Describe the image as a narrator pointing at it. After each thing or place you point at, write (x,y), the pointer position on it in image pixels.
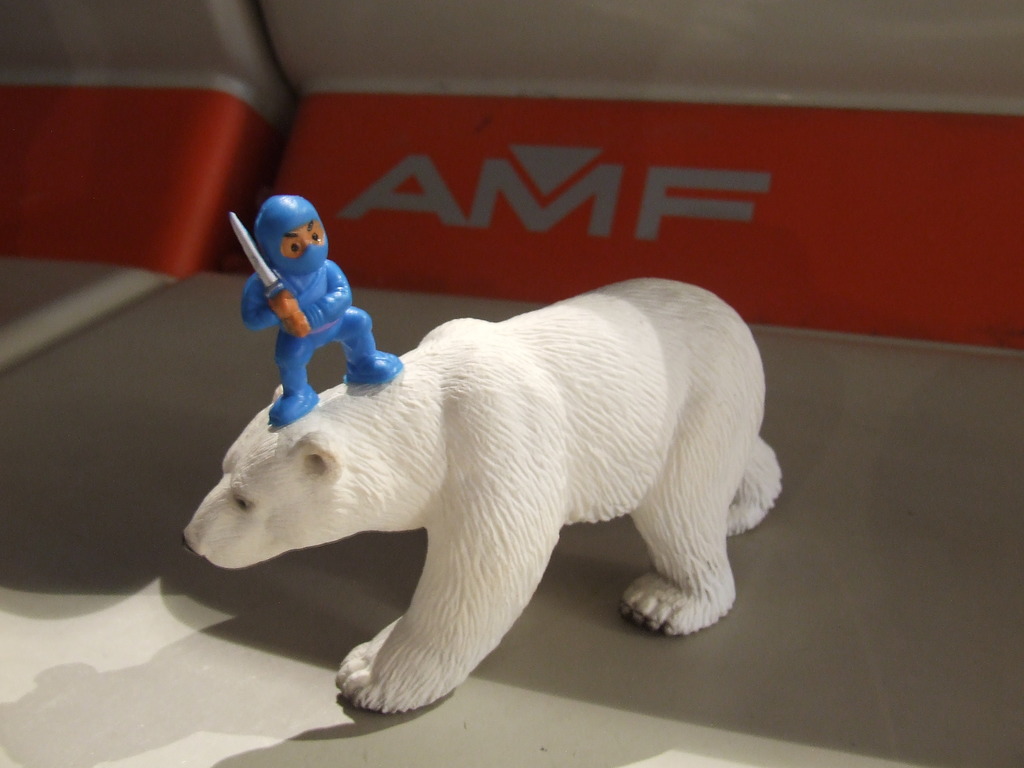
In this image we can see a statue (643,452) of a polar bear (596,446). On the polar bear (349,410) there is a statue (286,331) of a person (255,293) holding something (269,281) in the hand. In the background (183,159) something (680,213) is written on a red surface (928,240).
